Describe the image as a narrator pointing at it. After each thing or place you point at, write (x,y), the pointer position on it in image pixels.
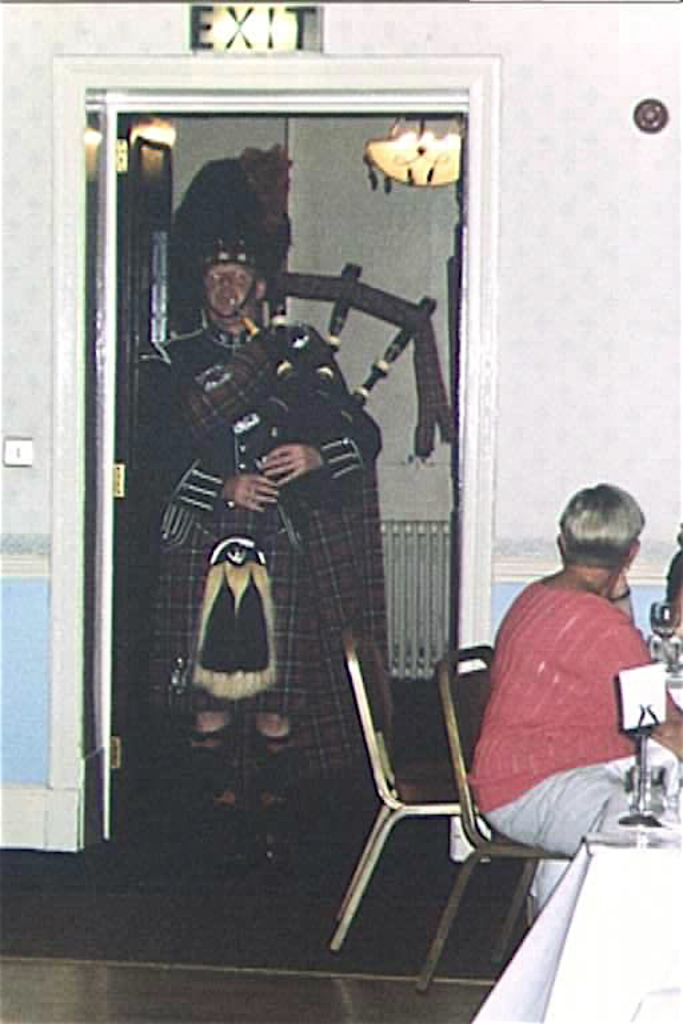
In this image we can see two persons (317,737), among them one person (290,537) is standing and playing a musical instrument (275,360) and the other person (503,788) is sitting on the chair (474,812), we can see a table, on the table (648,771), there is a glass (662,632) and some other objects (645,708), in the background (424,510) we can see a building (169,82), there are lights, grille (395,603) and an exit board (242,18).
